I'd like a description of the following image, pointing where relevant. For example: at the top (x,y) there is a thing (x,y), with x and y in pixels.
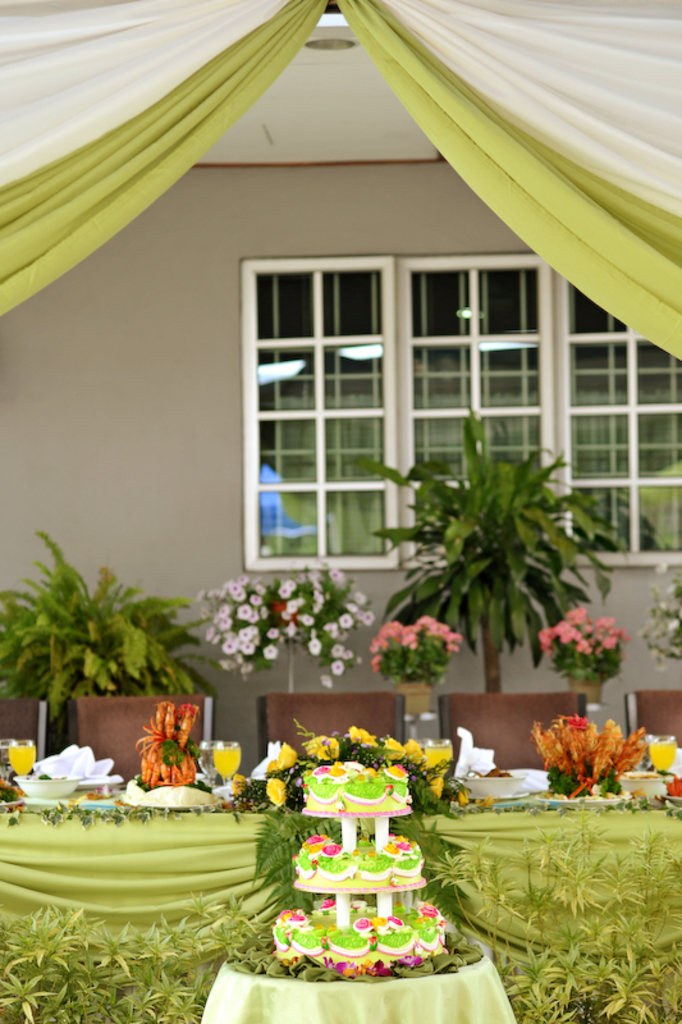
In this image we can see cake (415,933), table (470,1002), flower vases (408,677), plants (480,530), food (601,788), glass tumblers (220,764), bowls (643,787), curtain (115,143), window (281,437) and wall (21,393).
